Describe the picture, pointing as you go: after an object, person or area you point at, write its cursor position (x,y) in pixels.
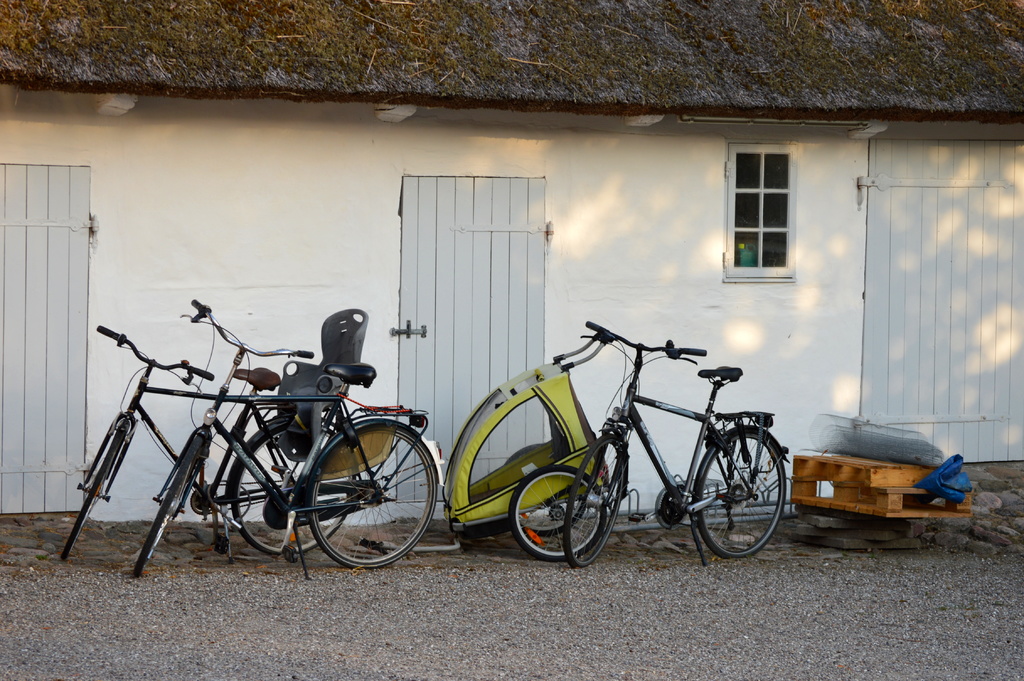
In this image I can see few bicycles (210,426), building (940,84), windows (731,183), doors (994,392), few objects (880,440) and the brown color object (863,507) on the ground (26,638).
